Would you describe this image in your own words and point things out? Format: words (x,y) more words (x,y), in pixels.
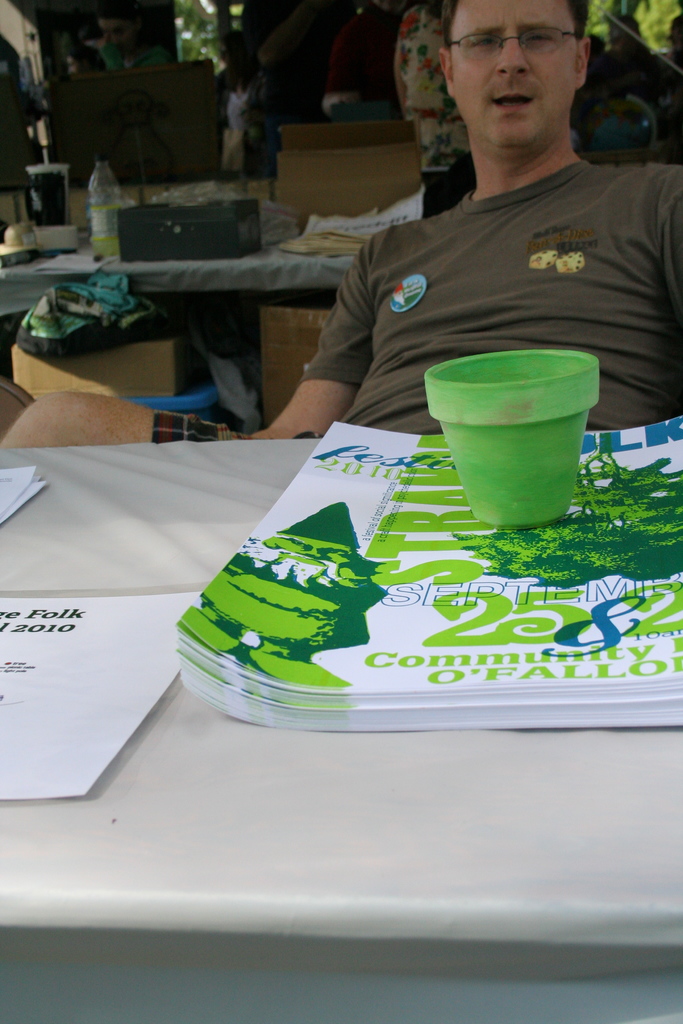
In this image, There is a table (353,849) which is in white color on that table (317,849) there is a book (453,586) in green color on that book (580,557) there is a green color glass (553,480), In the background (534,325) there is a man (433,339) sitting.
